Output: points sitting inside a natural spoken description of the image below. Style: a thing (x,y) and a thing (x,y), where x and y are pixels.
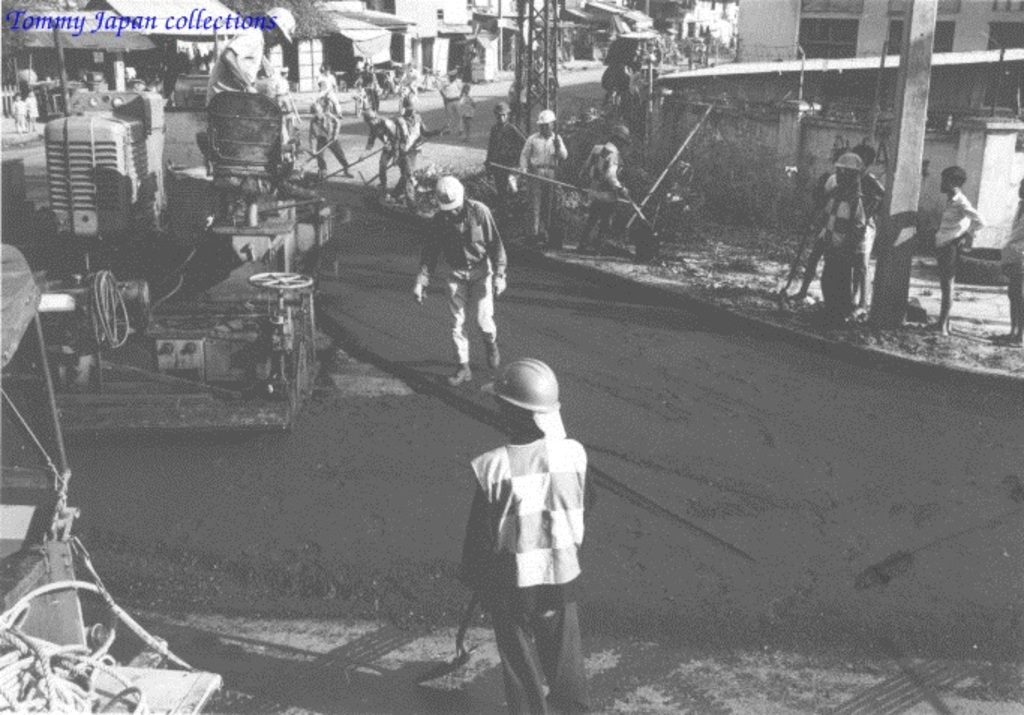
In this image I can see the black and white picture in which I can see a huge machine (187,263) which is used to construct tar roads (214,435), few persons (530,548) standing and wearing helmets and jackets (489,222). In the background (382,48) I can see few buildings (449,55), few trees (572,131) and few persons (497,135) standing on the ground (364,127).
